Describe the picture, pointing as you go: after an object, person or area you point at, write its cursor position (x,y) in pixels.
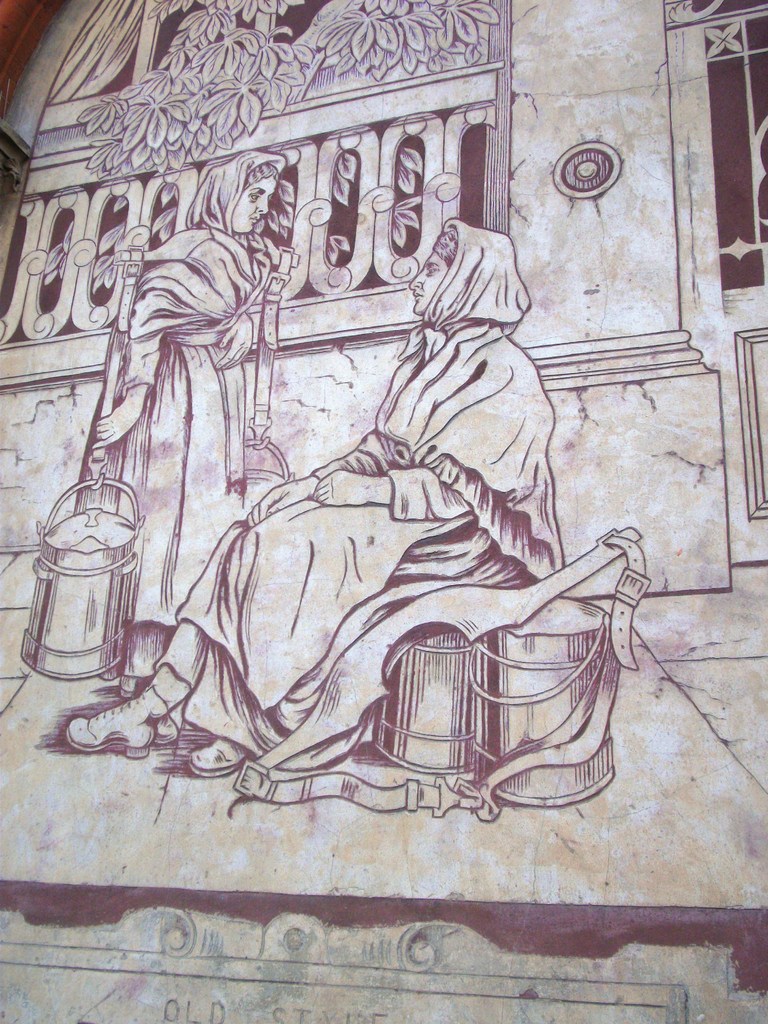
In this image there is a painting (358,366) on the wall (295,409), there is a woman (260,243) standing and holding an object (106,565), there is a woman (451,327) sitting on an object (474,659), there are plants (240,87) towards the top of the image (221,62), there is a curtain (111,53) towards the top of the image (129,45), there is text (217,1017) on the wall (295,1010) towards the bottom of the image (194,1000).
